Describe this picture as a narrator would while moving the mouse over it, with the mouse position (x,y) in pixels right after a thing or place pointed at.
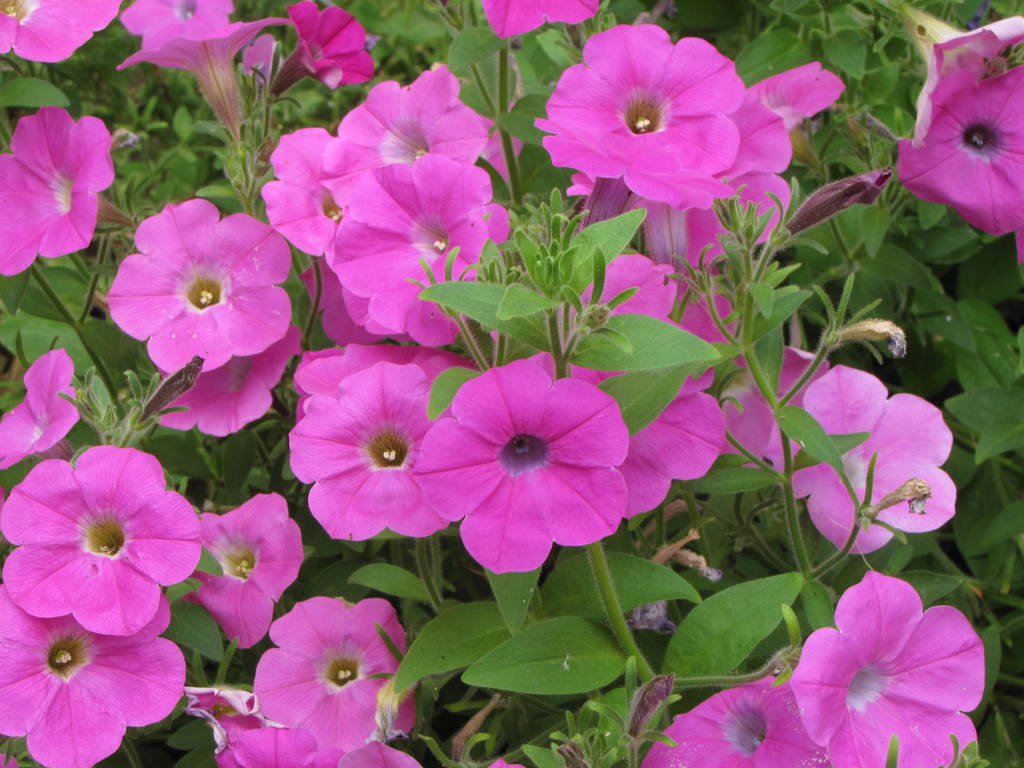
In this image we can see there are flowers (602,184) and leaves (945,585).
